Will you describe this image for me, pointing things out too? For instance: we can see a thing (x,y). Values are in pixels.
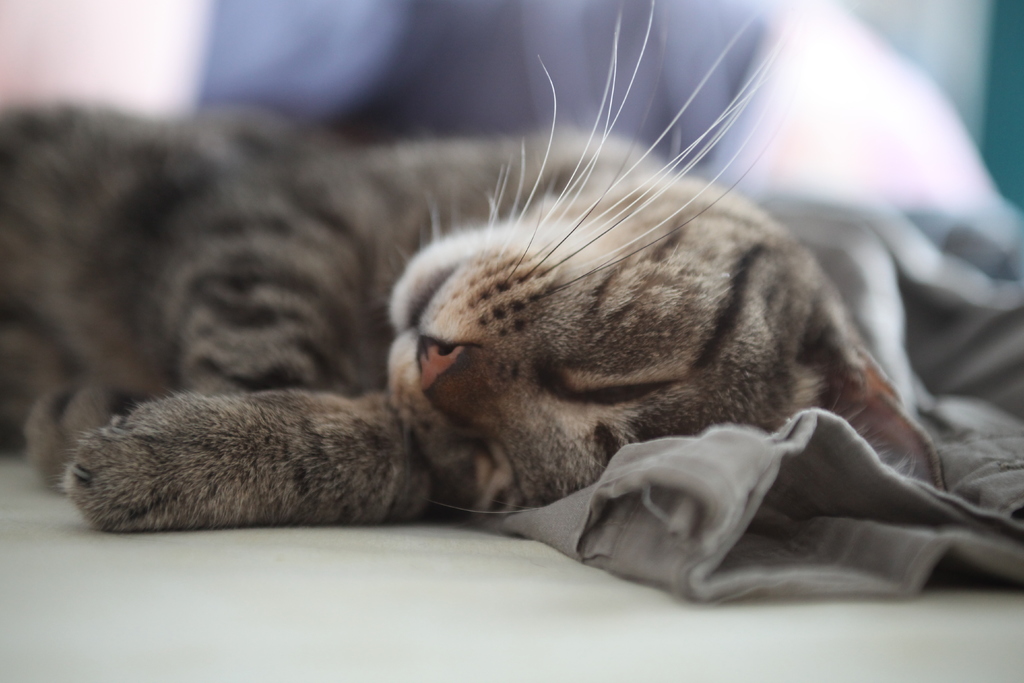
In the picture we can see a floor (19,553) on it, we can see a cat (377,494) is sleeping on the cloth (1018,476) and behind the cat (168,321) we can see a white colored cloth (886,185) which is not clearly visible.
